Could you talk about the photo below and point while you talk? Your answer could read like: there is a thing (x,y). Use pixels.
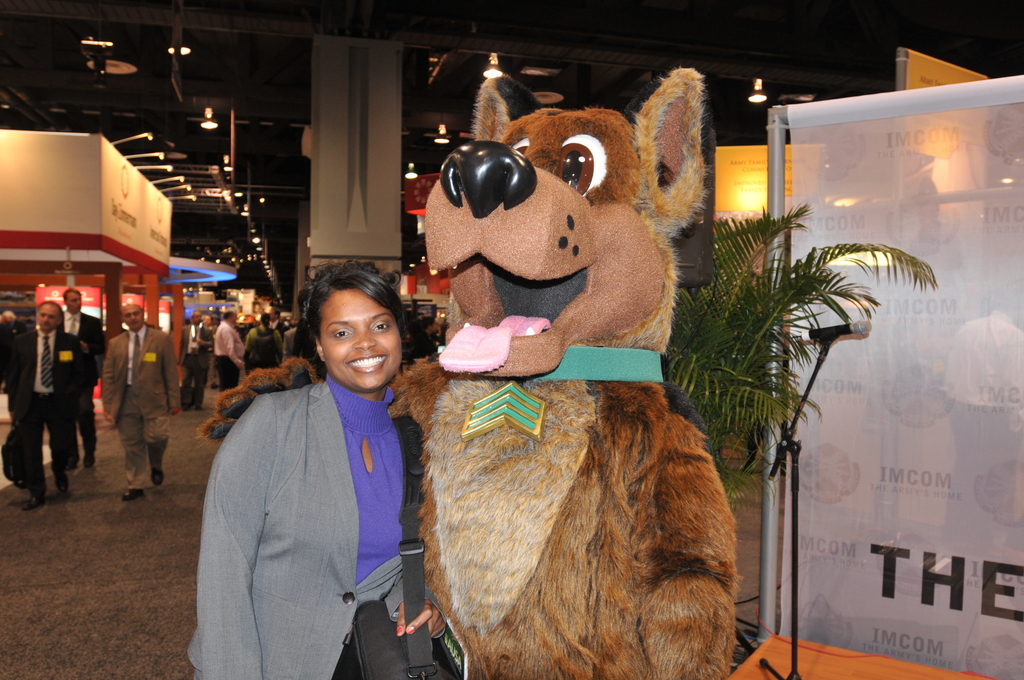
In this picture, we can see a few people (188,368), and we can see a person (337,571) standing beside the toy (466,505), and we can see a plant (766,332), posters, banner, and we can see the roof (255,215) with lights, and we can see microphone (865,326), pillar (381,189), store (125,265), and we can see the ground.
